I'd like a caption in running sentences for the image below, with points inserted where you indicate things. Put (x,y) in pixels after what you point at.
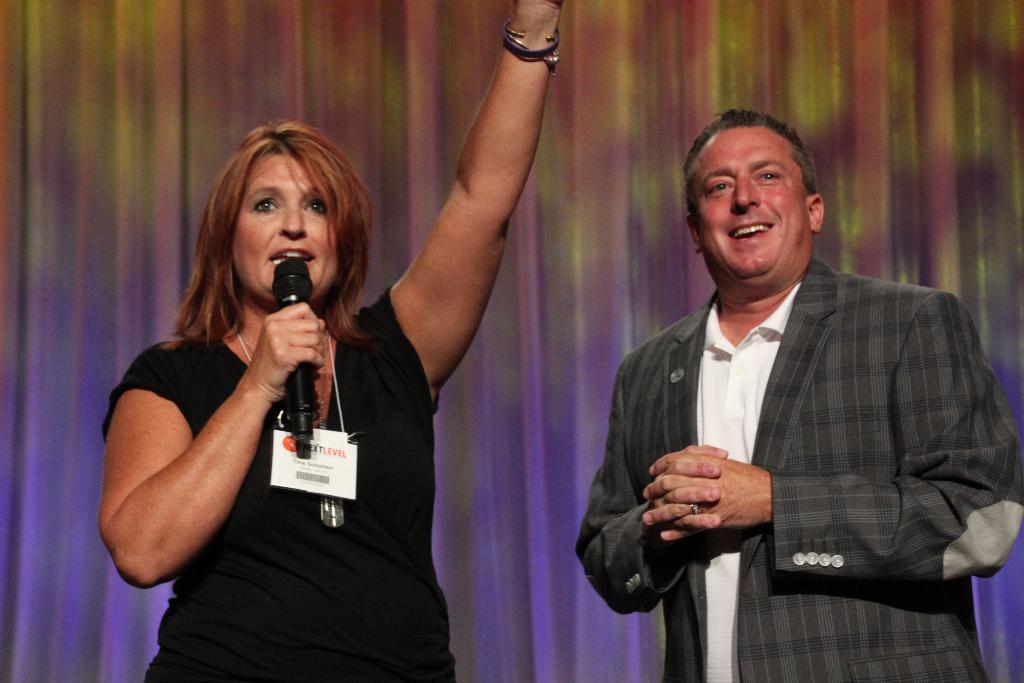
Here we can see that a woman (501,130) standing and holding a microphone (295,435) in her hand (270,323), and she is talking and she is wearing an id card (321,442), and at beside a man (750,215) is standing and smiling.
